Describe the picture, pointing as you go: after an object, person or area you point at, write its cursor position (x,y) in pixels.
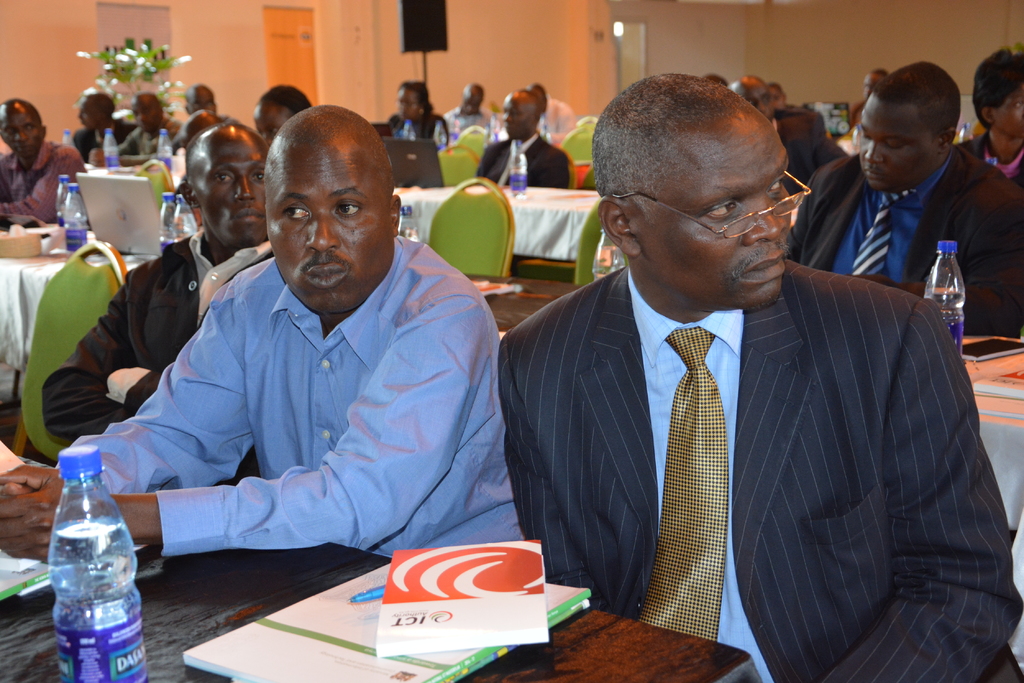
There are so many people (925,115) sitting on chairs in front of table (178,161) there are laptops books (39,586) and bottles (117,672) in it.
